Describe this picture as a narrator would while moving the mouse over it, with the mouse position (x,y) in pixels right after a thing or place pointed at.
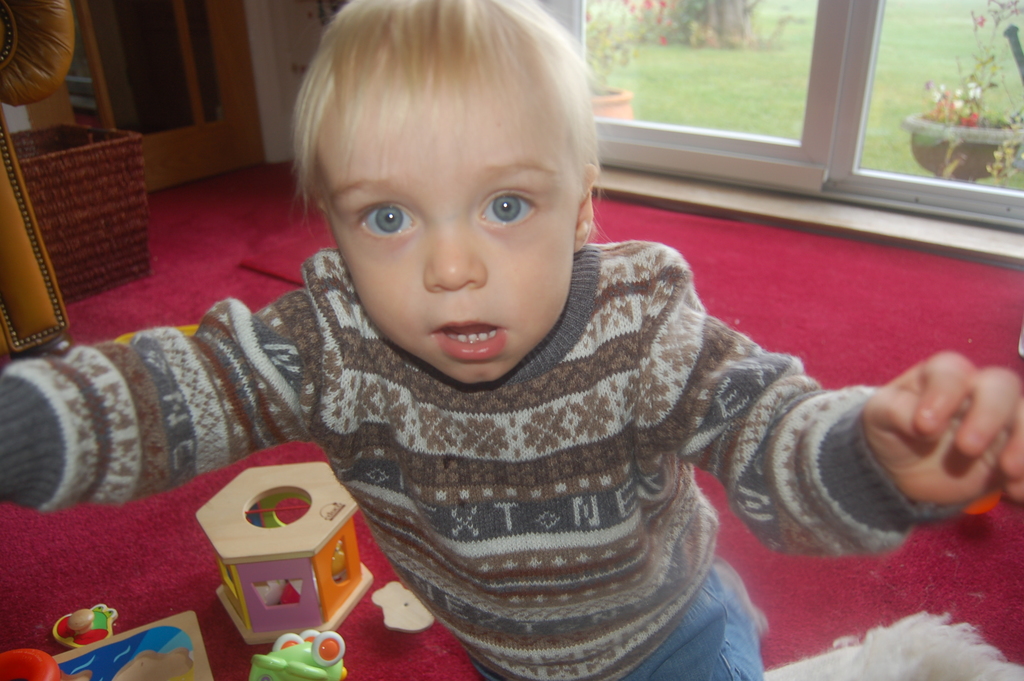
In this image we can see a kid (557,567) and there are toys (333,598) placed on the carpet (370,596). On the left (77,280) there is a sofa (18,198) and a basket (70,230). There are doors (688,93) and we can see plants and grass (784,101) through the glass door (756,112).
